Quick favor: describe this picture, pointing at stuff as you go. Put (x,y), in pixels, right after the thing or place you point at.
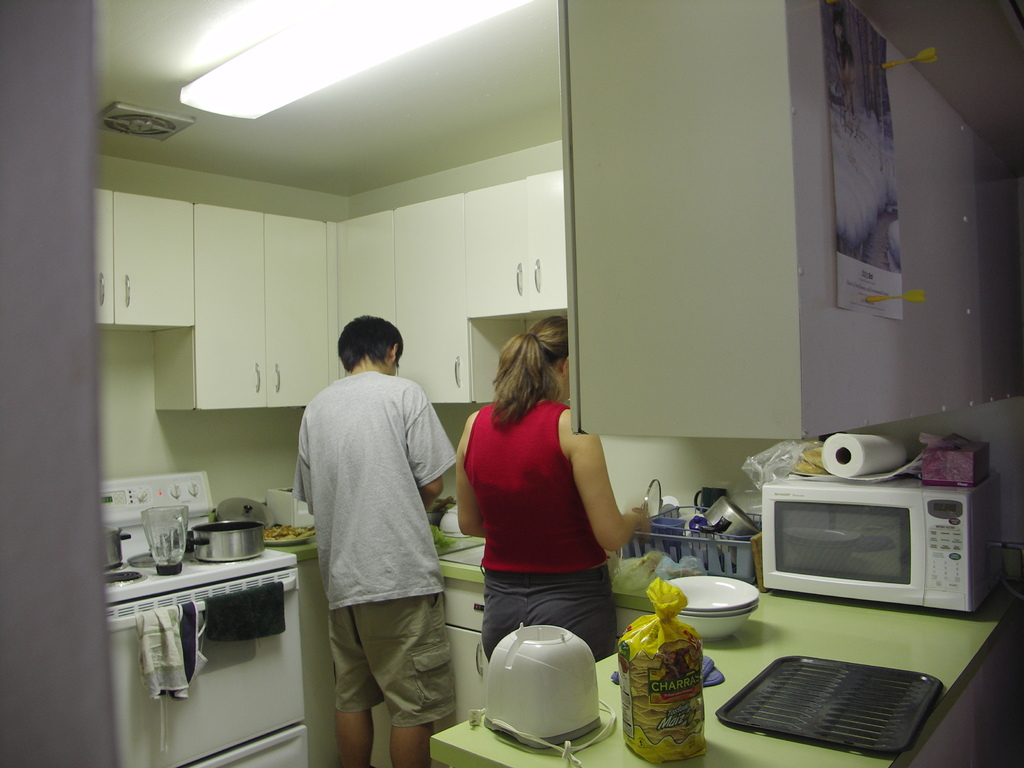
In this picture we can see a man (404,470) and woman (531,433), they are standing in the kitchen (445,420), beside to them we can see a microwave oven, oven (269,699), cupboards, electric stove (193,492) and other things (258,526) on the table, and also we can see a light (281,57).
